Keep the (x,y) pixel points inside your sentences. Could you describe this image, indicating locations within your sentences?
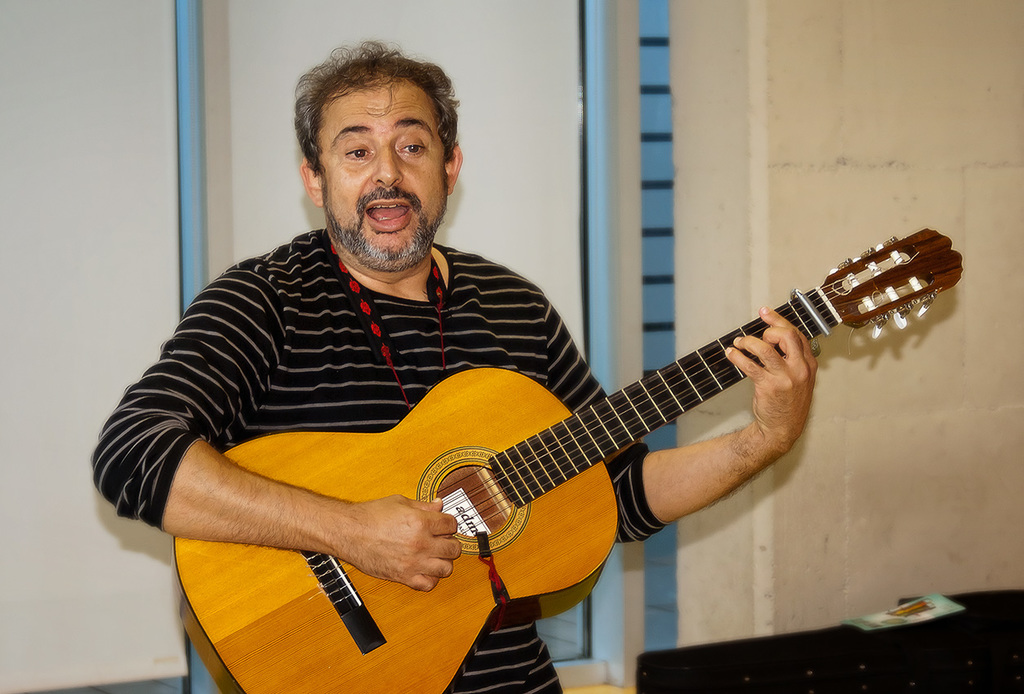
In the center of the image (387,423) there is a man (413,508) standing and playing a guitar (525,512). He is singing a song. In the background (679,107) there is a window (610,100) and a wall (764,129).
